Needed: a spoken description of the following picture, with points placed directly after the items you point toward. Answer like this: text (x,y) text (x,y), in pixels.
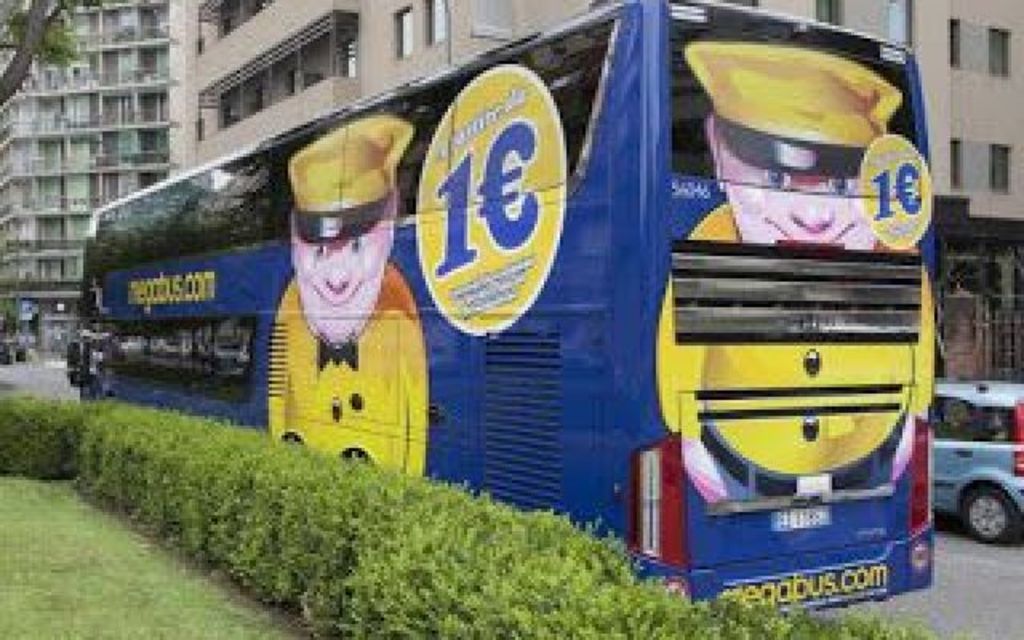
In this image, there are vehicles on the road (947,596) and I can see hedges (71,425) and grass (68,569). In the background (120,112), there are buildings (335,45). In the top left corner of the image (18,29), I can see a branch (1,91) and leaves (57,42) of a tree (48,53).
